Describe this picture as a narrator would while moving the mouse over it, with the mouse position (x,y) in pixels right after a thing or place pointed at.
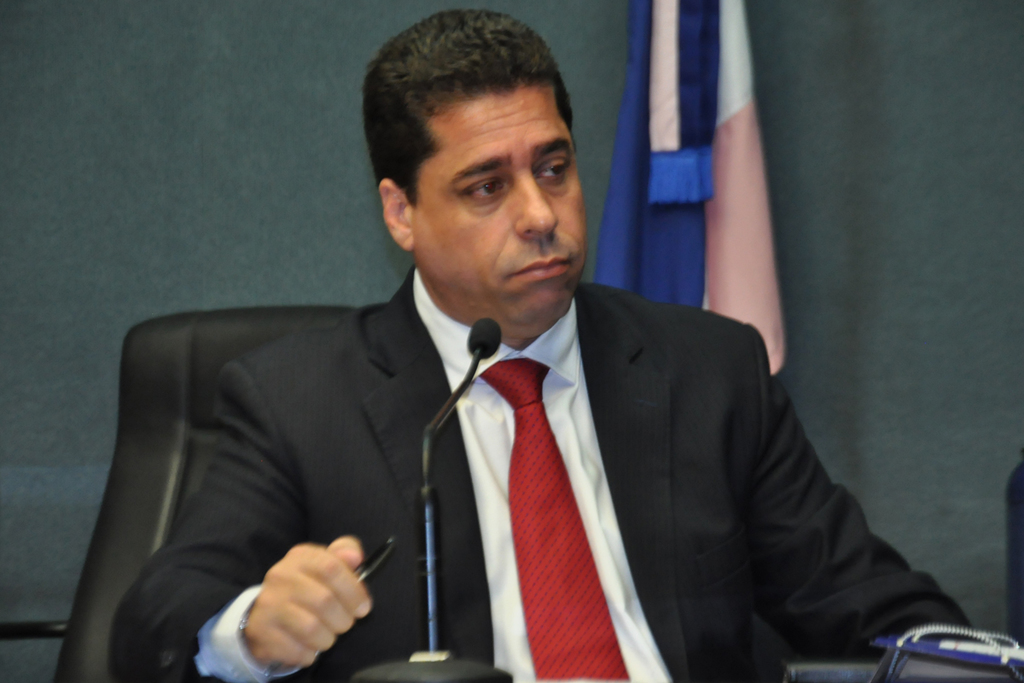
In this image, we can see a person (507,155) wearing clothes (708,418) and sitting on the chair (166,527) in front of the mic (454,392). This person (488,502) is holding a pen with his hand (279,609). There is a flag (703,262) in front of the wall (230,219).
